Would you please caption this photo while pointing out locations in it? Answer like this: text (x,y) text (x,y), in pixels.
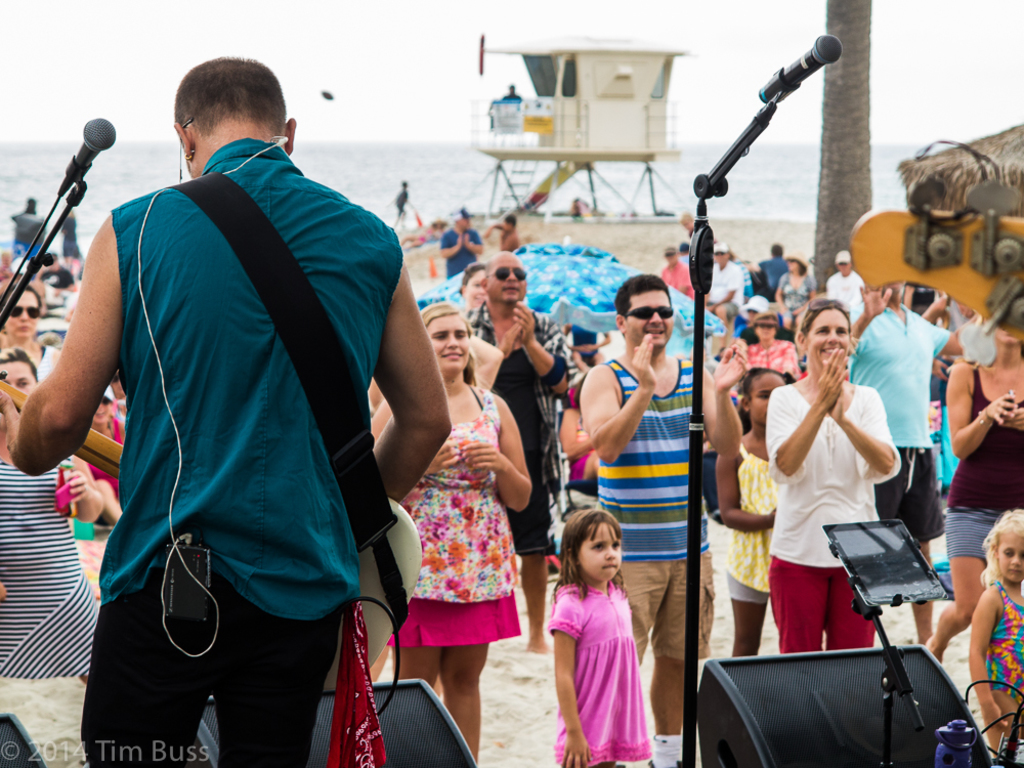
This image is taken outdoors. At the top of the image (193,49) there is a sky (180,47). At the bottom of the image (519,721) there is a ground (524,736). In the middle of the image (675,423) many people (541,536) are standing on the ground (513,705) and a few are walking on the ground (789,249). On the right side of the image (992,140) there is a hut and there is a guitar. There is a mic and there is a speaker (873,717). On the left side of the image (142,248) there is a mic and a man (250,416) is standing and playing music with a guitar (395,544). In the background (592,192) there is a stall (600,115) and there is a sea (606,192).
